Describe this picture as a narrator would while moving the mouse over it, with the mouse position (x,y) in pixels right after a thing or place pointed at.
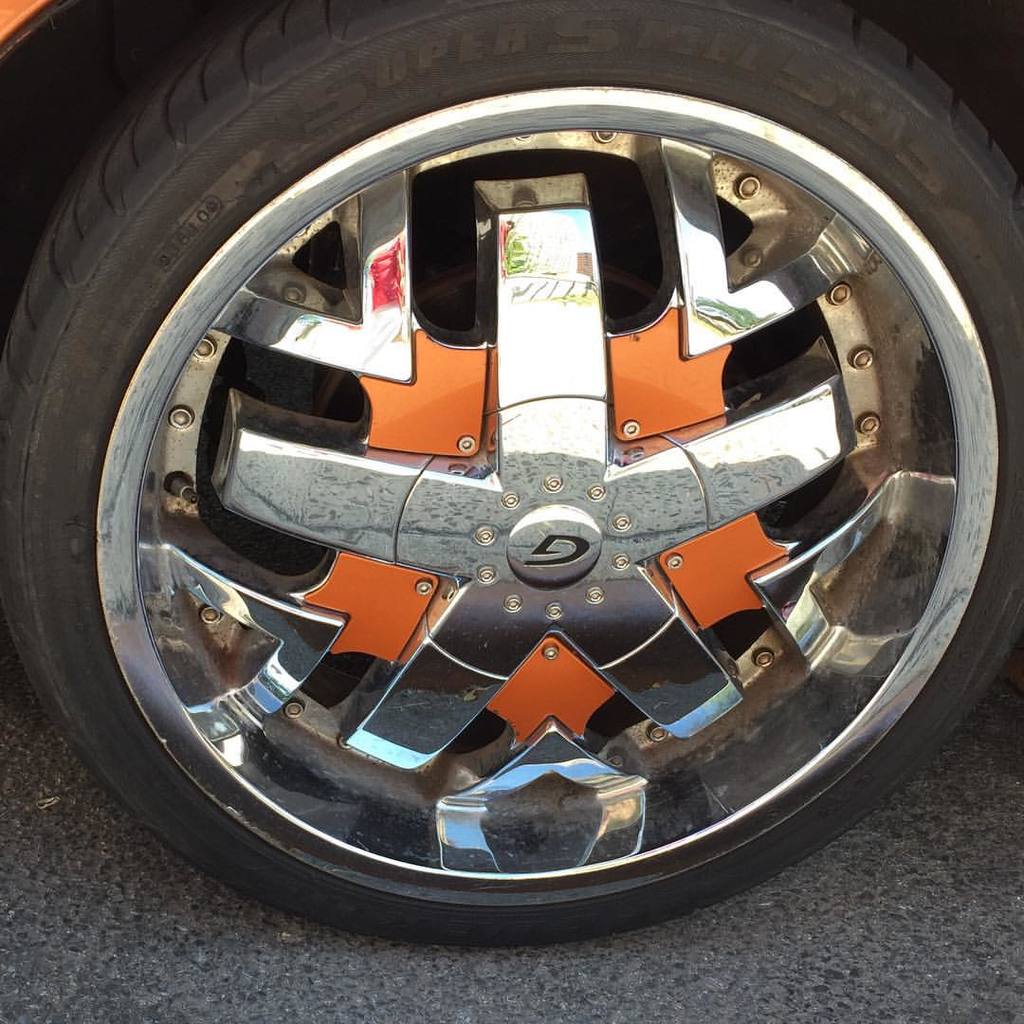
In this image we can see the tire (396,524) of a vehicle (575,720) on the ground (737,1010).
